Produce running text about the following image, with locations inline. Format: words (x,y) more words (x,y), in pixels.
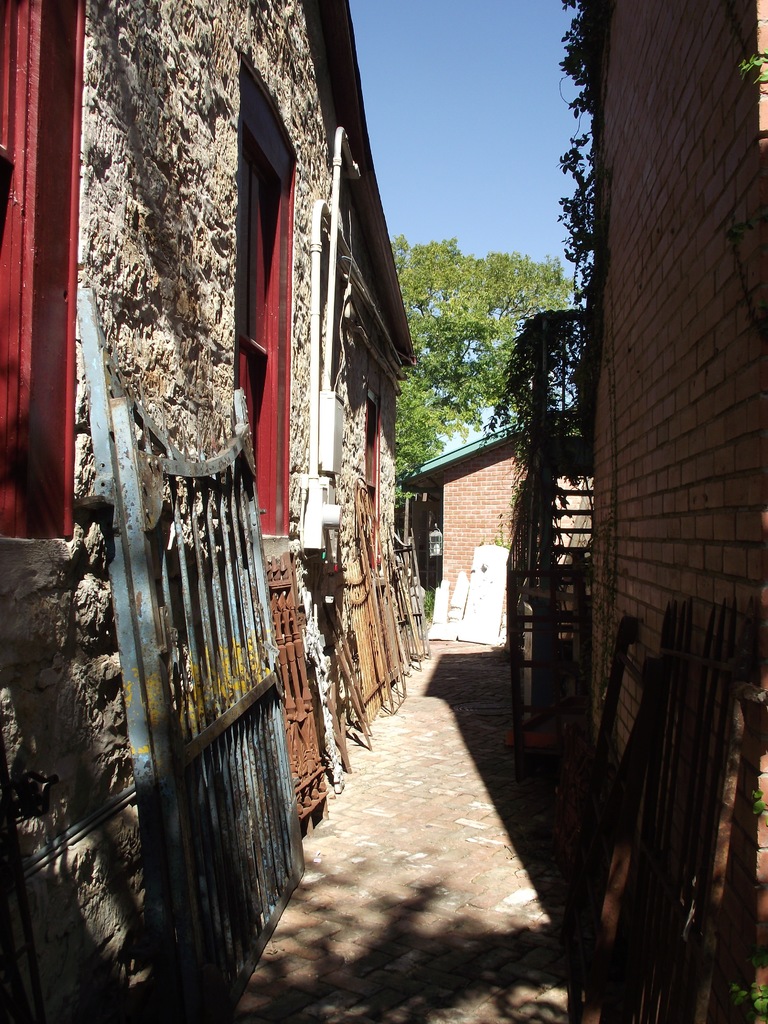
There are buildings (383,254) on the either side and there are gates (203,808) in the middle of the buildings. There are trees (451,371) in front of them and the sky (468,124) is blue in color.
